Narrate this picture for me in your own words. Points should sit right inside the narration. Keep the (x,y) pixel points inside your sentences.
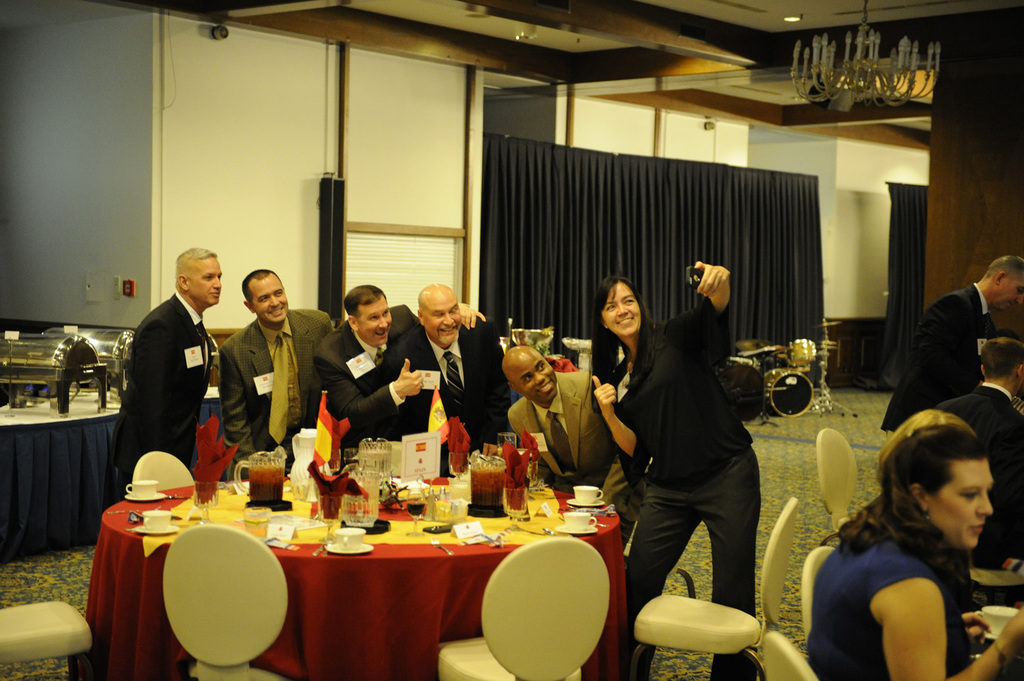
This is the picture taken in a room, there are group of people (284,404) standing on a floor (771,450). In front of this people (305,333) there is a table (382,580) on top of the table (354,595) there are cup (362,539), saucer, jar (257,479), flag (326,447), spoon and a board (410,447). Background of this people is a wall (257,167) with curtain (577,267).
